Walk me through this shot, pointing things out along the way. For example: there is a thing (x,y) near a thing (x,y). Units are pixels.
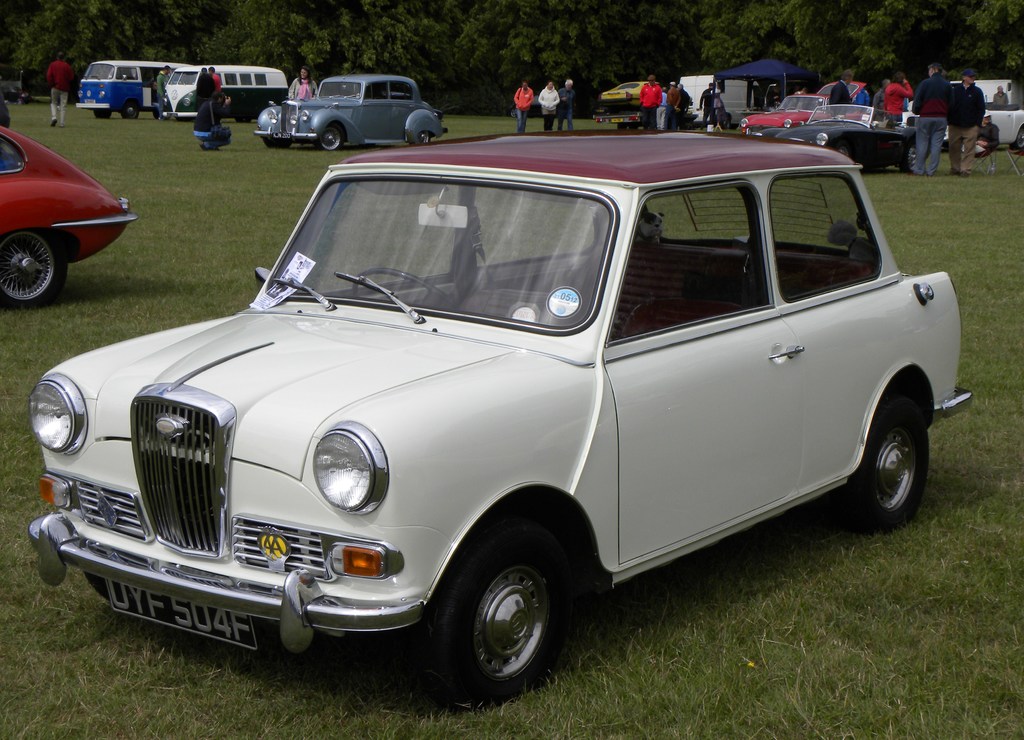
In this image we can see many vehicles (381,175). Also there are many people (648,106). On the ground (196,206) there is grass (198,277). In the background (722,39) there are trees (132,30).
